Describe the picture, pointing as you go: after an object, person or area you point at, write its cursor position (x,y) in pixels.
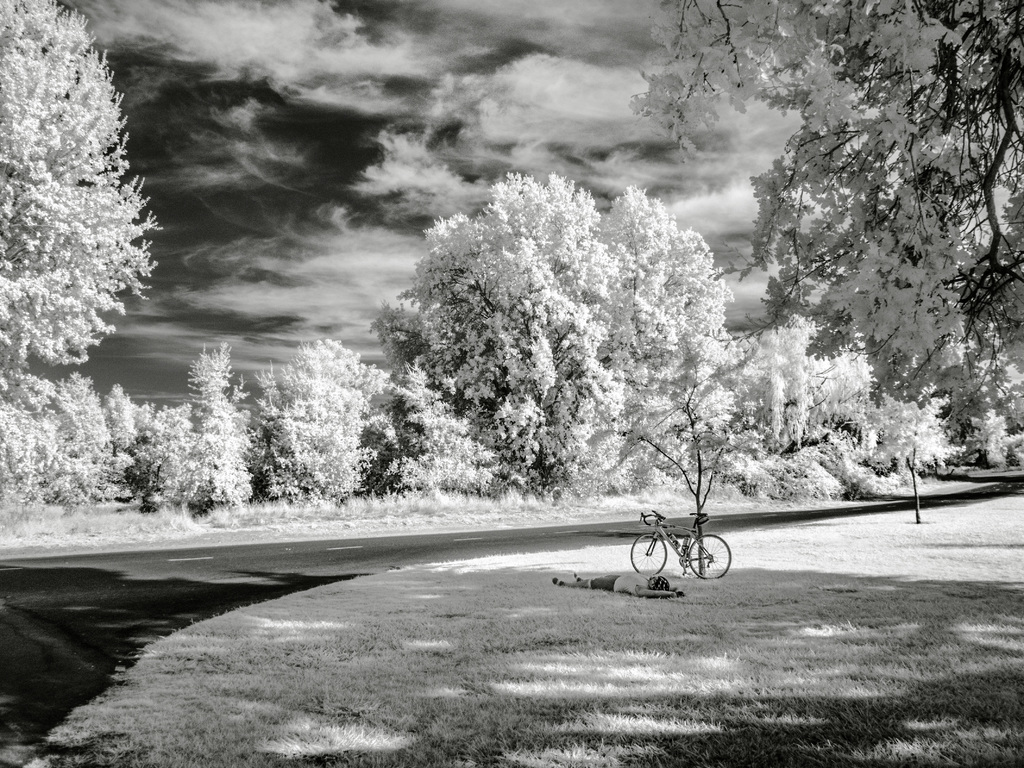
In this image there is the sky (345,148) towards the top of the image (368,159), there are clouds (484,120) in the sky (484,120), there are trees (531,324), there is the road (421,536), there is grass (568,604) towards the bottom of the image (769,663), there is a bicycle (683,547), there is a man (617,582) sleeping on the grass (683,618).
